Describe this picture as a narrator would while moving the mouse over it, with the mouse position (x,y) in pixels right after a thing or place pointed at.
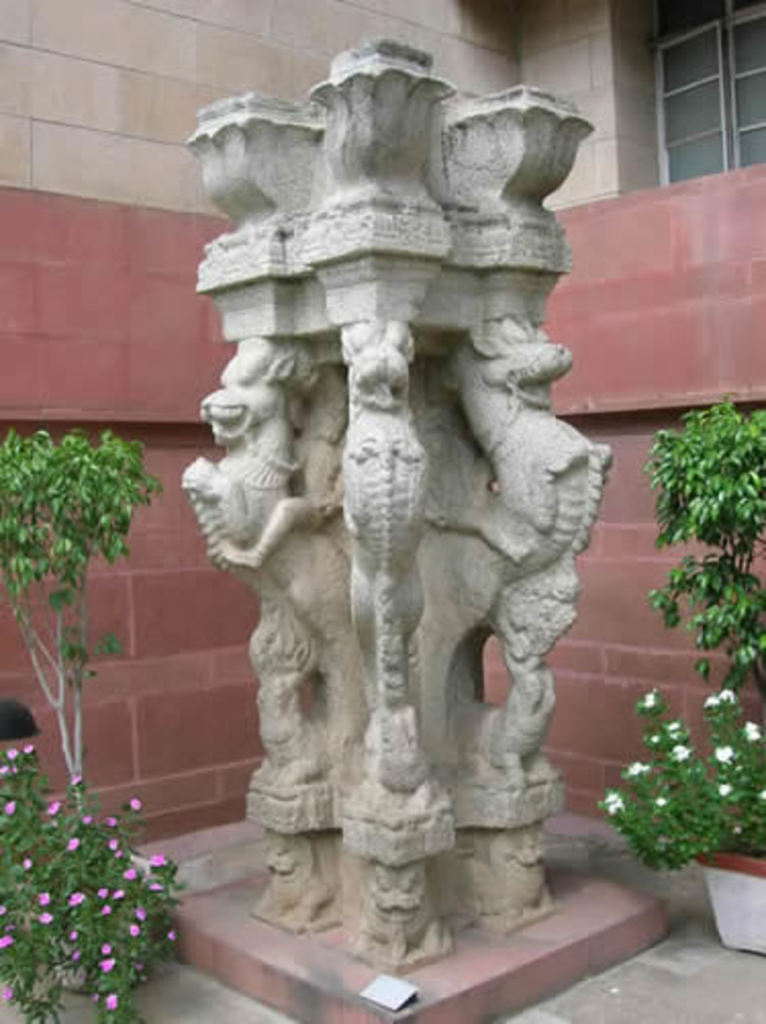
In this picture I can see a sculpture (480,836), there are plants (644,812) with flowers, this looks like a building (676,166) with a window (676,161).
